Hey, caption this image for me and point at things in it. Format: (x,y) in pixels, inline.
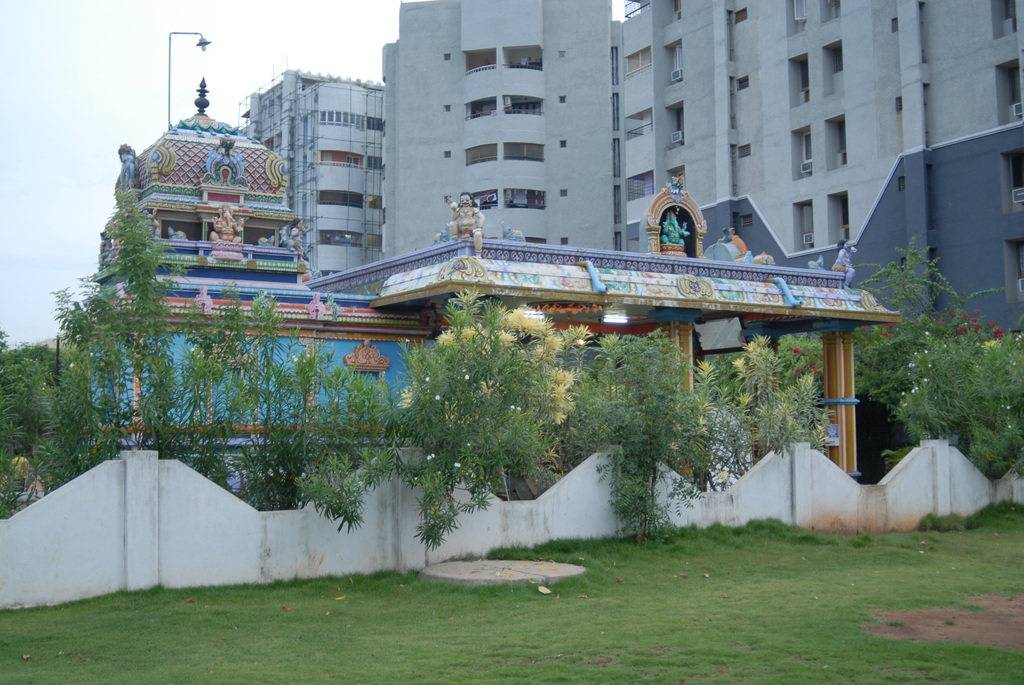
In the center of the image (392,268) there is a temple (839,363). there are plants (443,390). In the bottom of the image (580,606) there is grass (748,632). In the background of the image (761,220) there are buildings (723,181).
